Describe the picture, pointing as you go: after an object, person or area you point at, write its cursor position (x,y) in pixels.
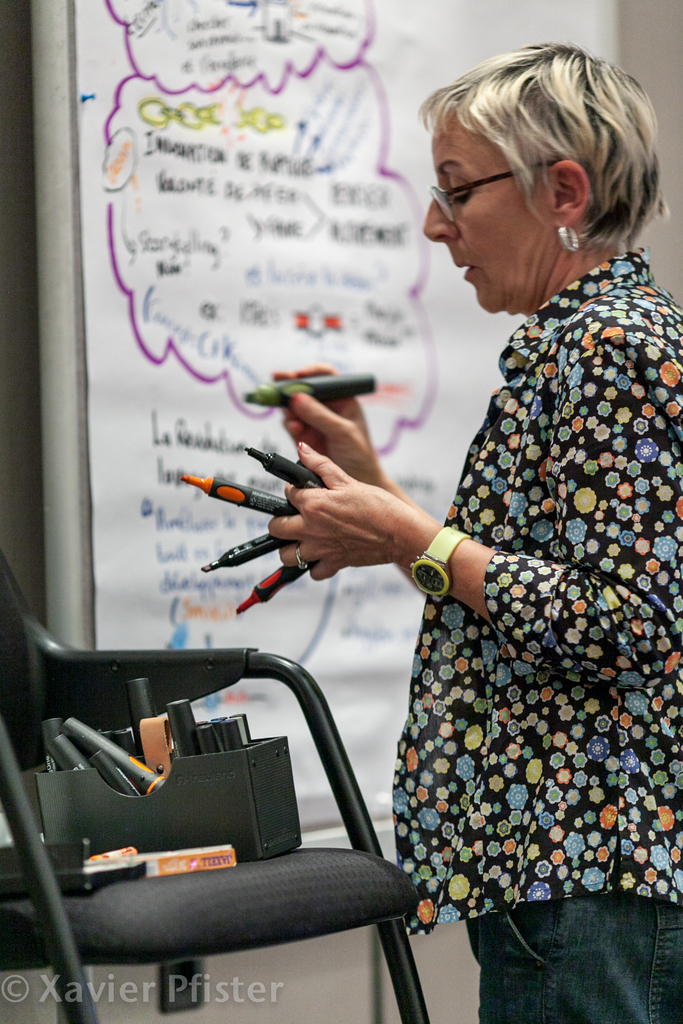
In this picture we can see a woman (543,660) is standing and holding the marker pens (274,399). In front of the women (490,607) there are some objects (115,795) on the chair (273,676). Behind the woman (505,482), it looks like a whiteboard (149,362). On the image there is a watermark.
